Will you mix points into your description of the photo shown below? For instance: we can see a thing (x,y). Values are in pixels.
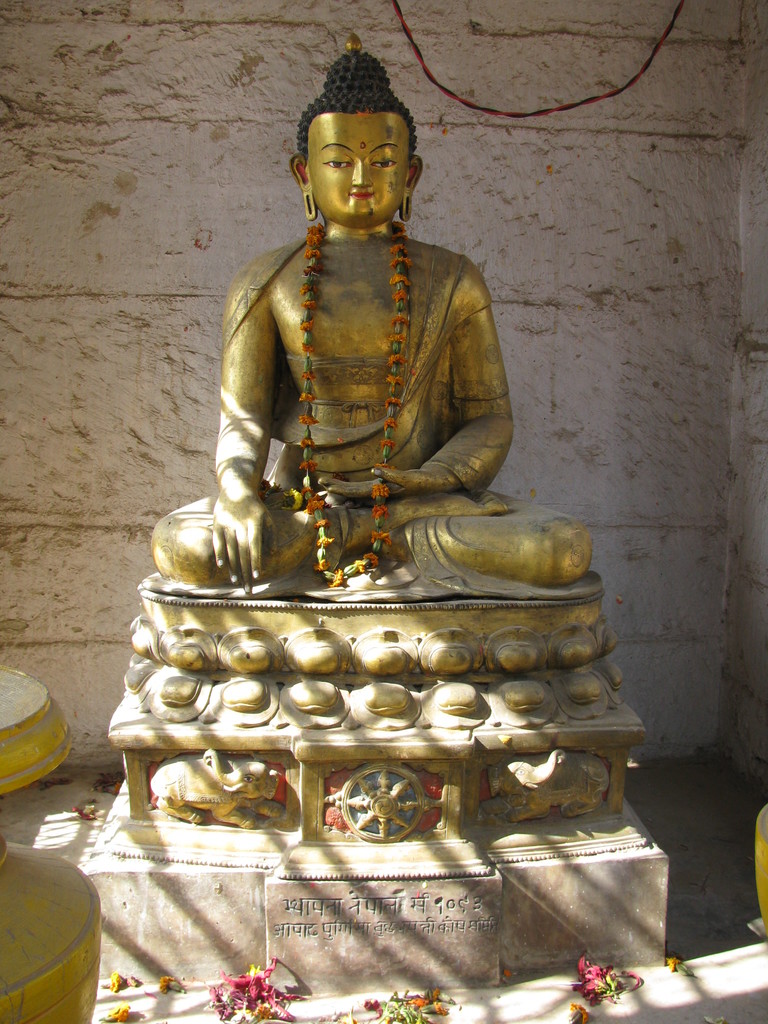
In this picture we can observe a statue of Buddha (337,300) in gold color. We can observe some flowers (287,994) here. In the background (72,236) there is a wall (430,177) and a wire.
